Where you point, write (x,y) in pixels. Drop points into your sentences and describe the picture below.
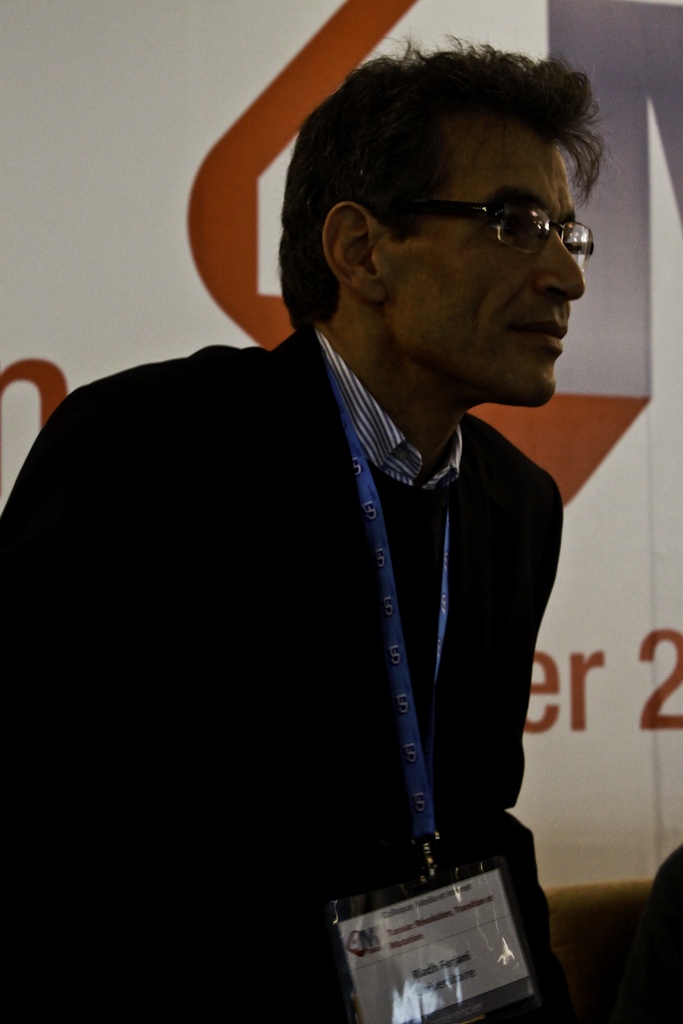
In this image there is one person (368,732) standing in middle of this image (381,622) is wearing black color dress (291,725) and wearing a id card (438,878) and wearing spectacles (535,237) and there is one board (252,197) in the background (602,636).
